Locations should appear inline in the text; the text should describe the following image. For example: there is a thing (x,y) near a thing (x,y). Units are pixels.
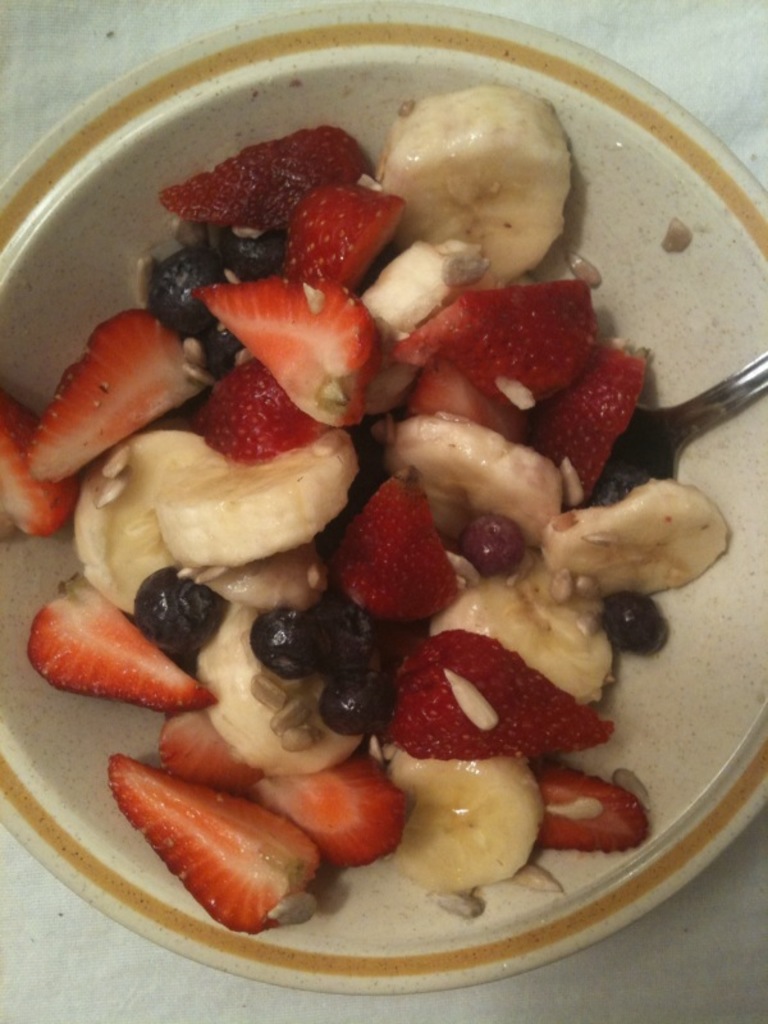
In the center of this picture (289,351) we can see a bowl (657,190) containing the sliced bananas (485,172) and the sliced strawberries (191,878) and the berries (281,645) and a spoon (751,376). In the background (248,9) there is an object (67,936) which seems to be the table (691,30).
